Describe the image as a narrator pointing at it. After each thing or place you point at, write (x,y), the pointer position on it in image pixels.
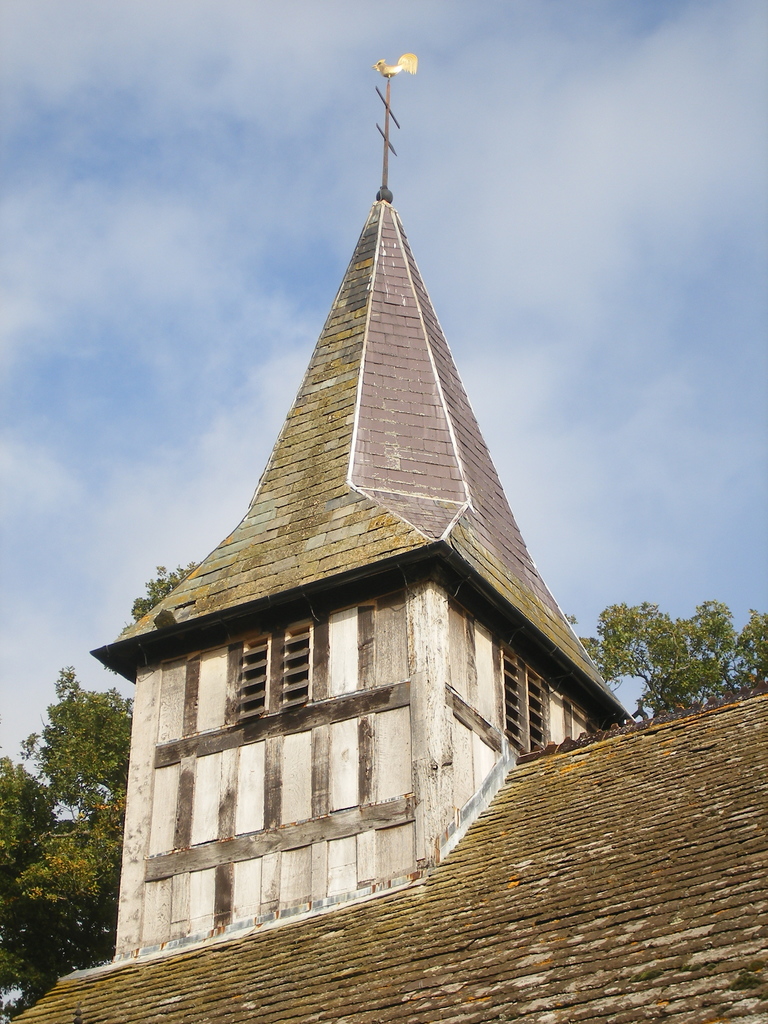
In this picture we can see a house (451,414) with roof tiles (589,884) and here it is a window (251,662) and aside to this house (151,730) we have trees (619,657) and above the house (509,671) we have there is a rooster symbol (388,72) and sky (273,177) with clouds (242,90).
